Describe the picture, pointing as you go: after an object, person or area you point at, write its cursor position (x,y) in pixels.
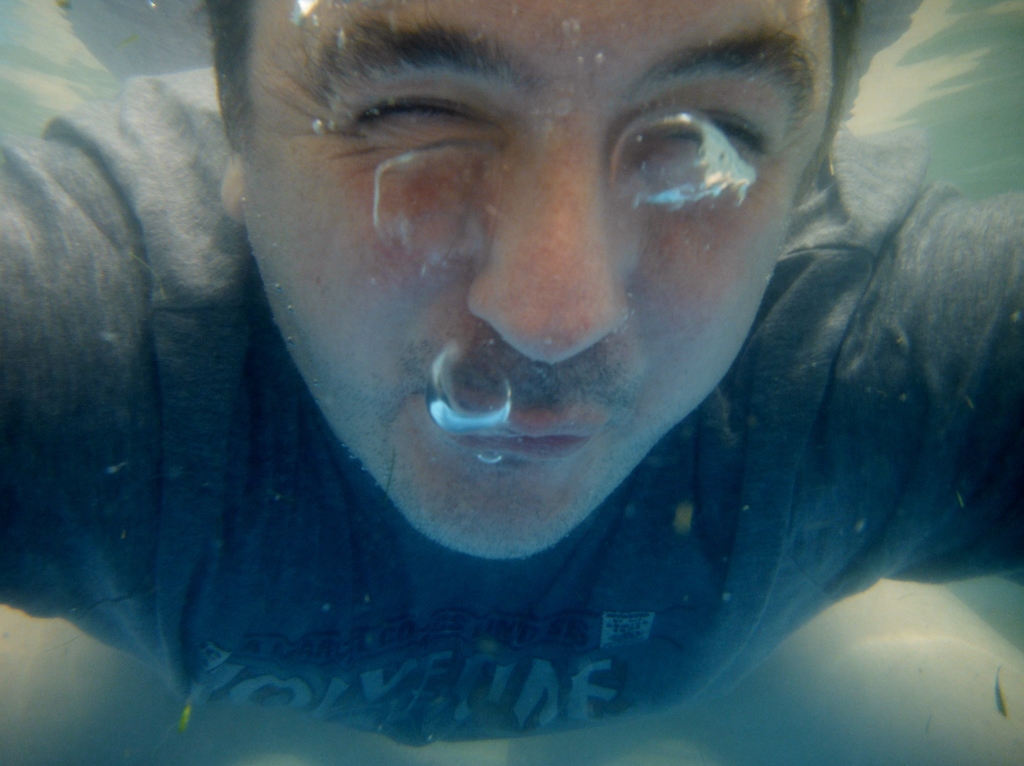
In this image we can see a person (456,184) in water (250,734).
